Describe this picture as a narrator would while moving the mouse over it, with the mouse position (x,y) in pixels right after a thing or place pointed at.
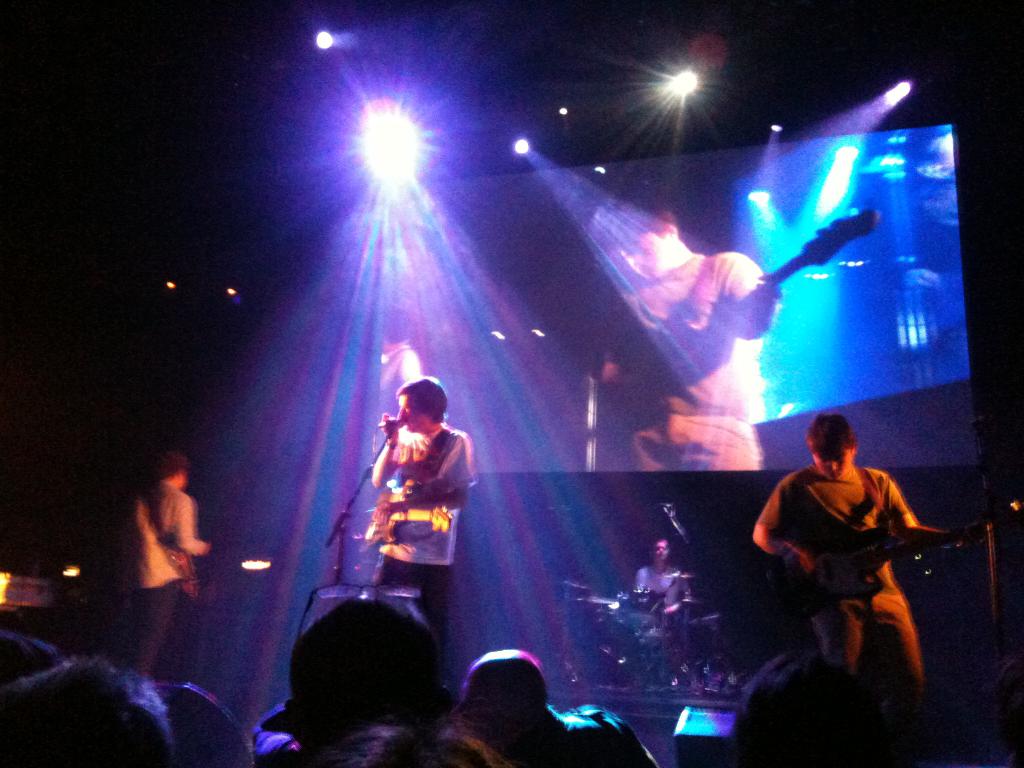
In this picture we can see man (450,465) holding guitar (400,507) in his hand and singing on the mic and some persons (176,510) also playing musical instruments (645,602) such as drums (601,617) and in front of them crowd (133,700) is listening to them and in the background (523,279) we can see screen (501,230), light (388,225).
